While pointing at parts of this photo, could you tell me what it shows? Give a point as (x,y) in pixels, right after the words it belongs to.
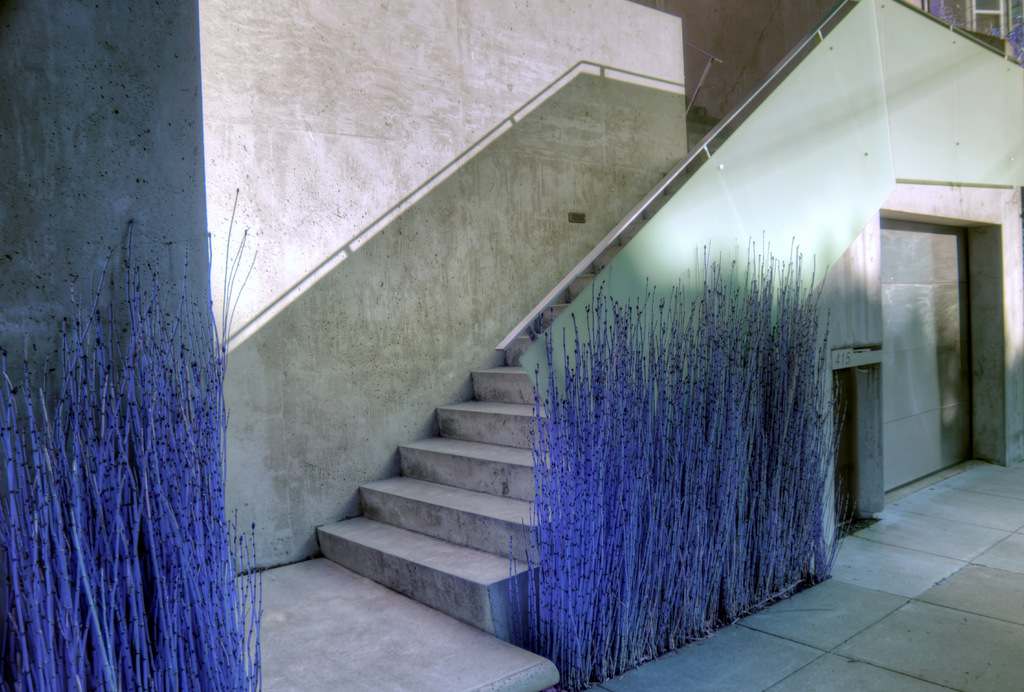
In this image I can see few stairs (396,509). Background (360,54) the wall (481,54) is in white color and I can see some objects (174,449) in blue color.
